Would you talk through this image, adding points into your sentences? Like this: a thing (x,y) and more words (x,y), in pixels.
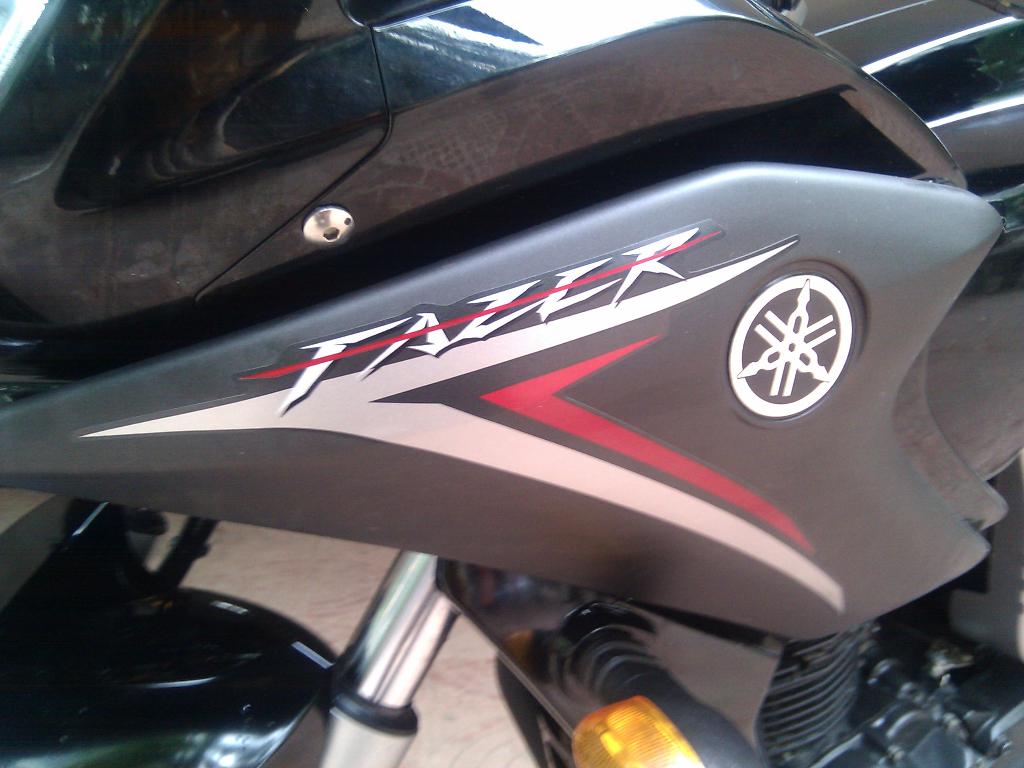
In this image we can see a bike (650,372).
